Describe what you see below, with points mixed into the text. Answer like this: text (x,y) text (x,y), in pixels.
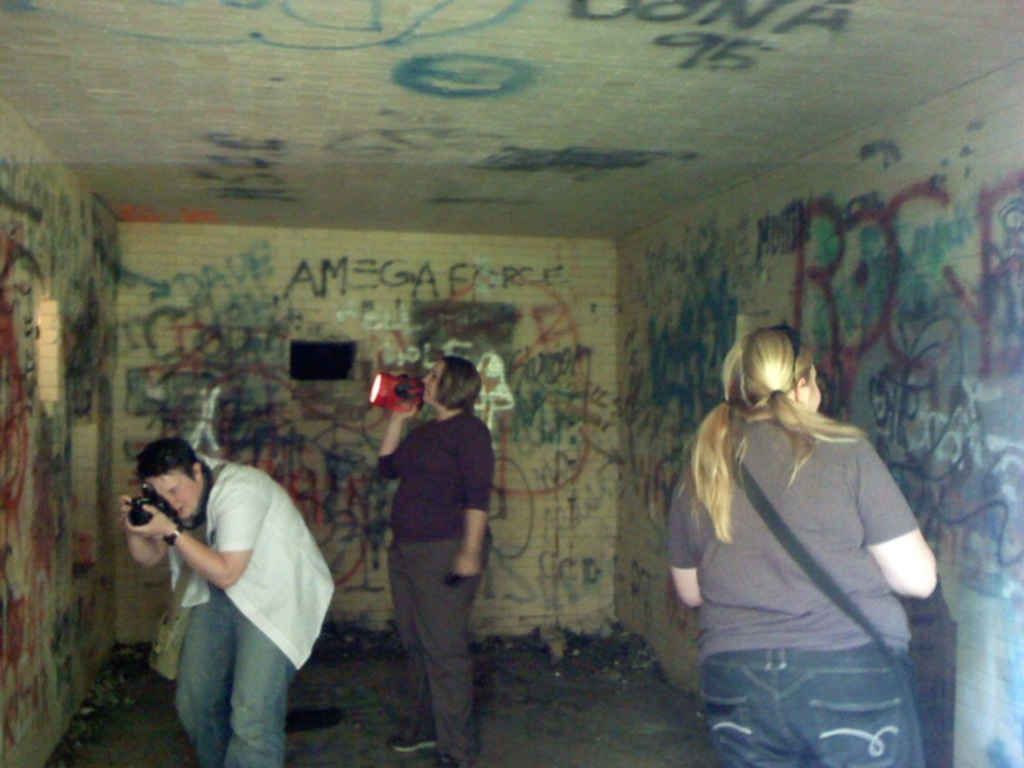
In this image there are three people (480,522) standing, and one person (195,554) is holding camera (165,501) and clicking pictures and one person (423,492) is holding a light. And in the background (16,373) there is wall (595,311), and on the wall (696,313) there is some graffiti (74,322) and text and there are windows (309,374). At the top (310,54) there is ceiling (380,149), and at the bottom (151,697) there is floor (326,693).
